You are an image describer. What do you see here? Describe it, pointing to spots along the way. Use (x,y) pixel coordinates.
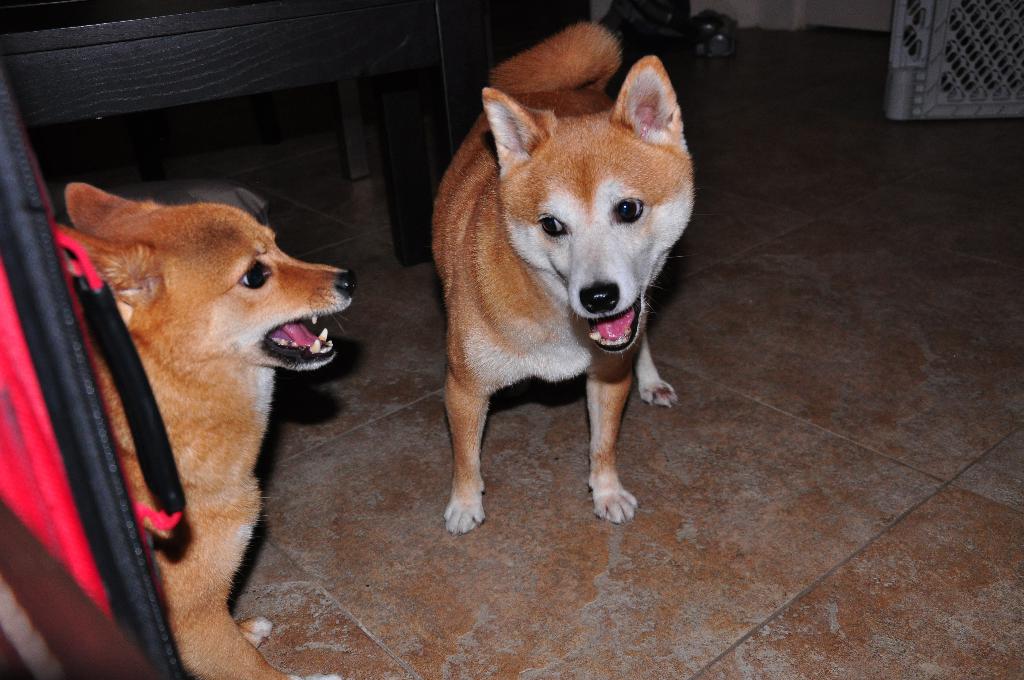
In this image I see 2 dogs (217,380) over here which are of white and brown in color and I see the floor (371,298) and I see the black color thing (400,138) over here and I see the white color thing (906,66) over here and I see the wall (845,5).
